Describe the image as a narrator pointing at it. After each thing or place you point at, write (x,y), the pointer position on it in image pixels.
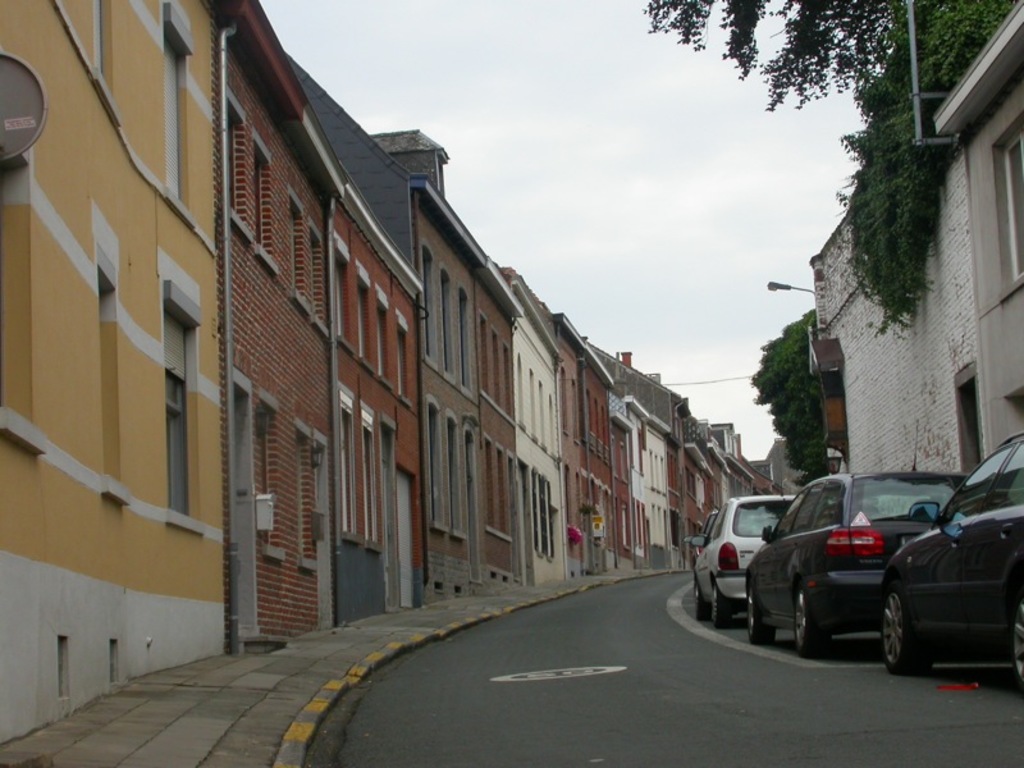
Here we can see buildings (412,498) trees (925,27) and windows (178,446). Vehicles (1008,553) are on the road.
